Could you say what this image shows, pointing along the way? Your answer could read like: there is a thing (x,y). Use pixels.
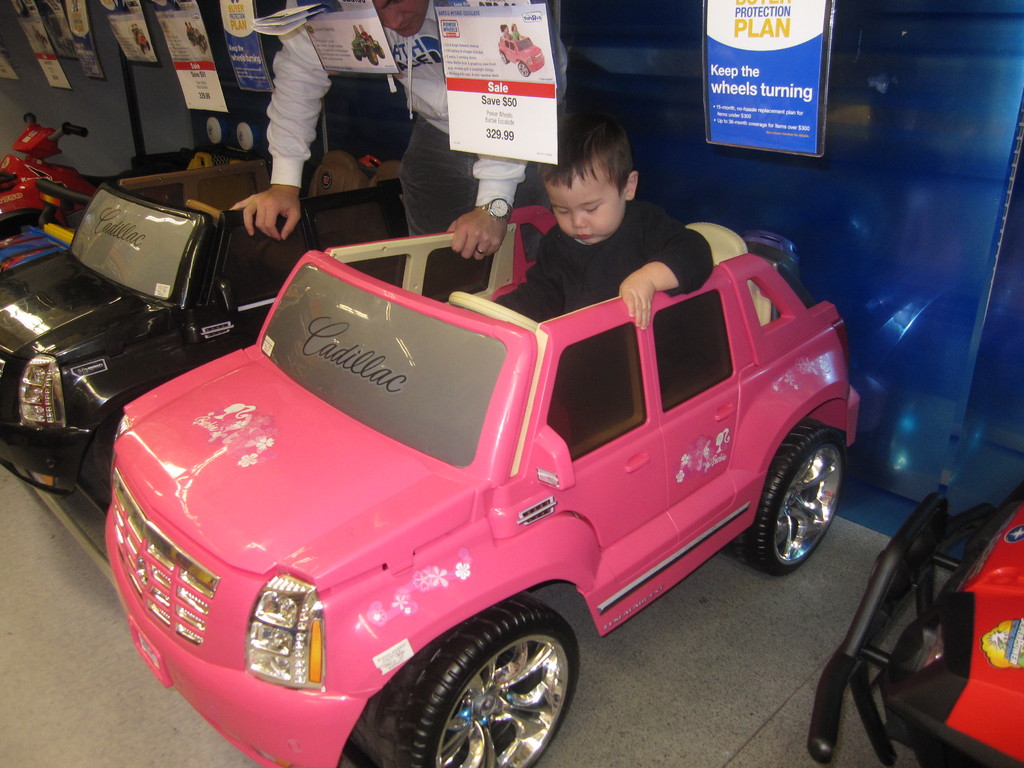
In the image we can see some toy vehicles (48,133), in the vehicle (578,312) a boy (563,214) is sitting. Behind the vehicles (485,338) a person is standing and there are some banners (742,29). Behind them there is wall (654,24).
